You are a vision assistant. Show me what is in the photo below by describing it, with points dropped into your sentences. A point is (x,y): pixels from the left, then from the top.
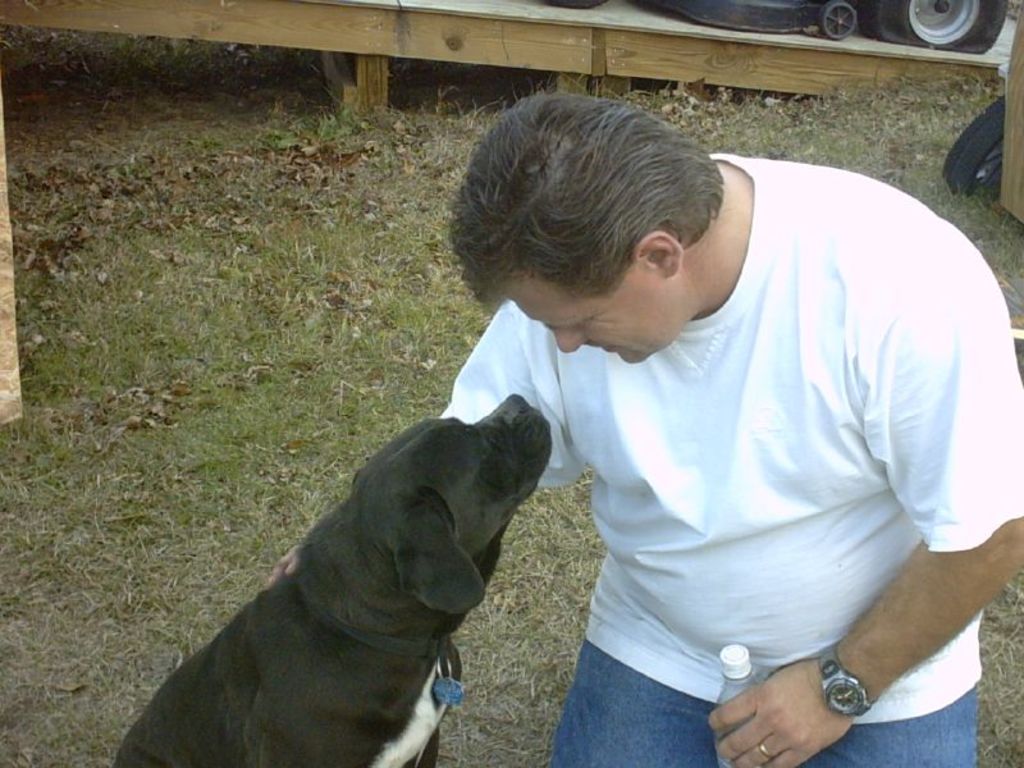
The person (731,419) wearing white shirt (731,452) is looking at a black dog (400,541) beside him and there is a water bottle (743,667) in his left hand (764,686) and the ground (522,634) is greenery (490,620).
